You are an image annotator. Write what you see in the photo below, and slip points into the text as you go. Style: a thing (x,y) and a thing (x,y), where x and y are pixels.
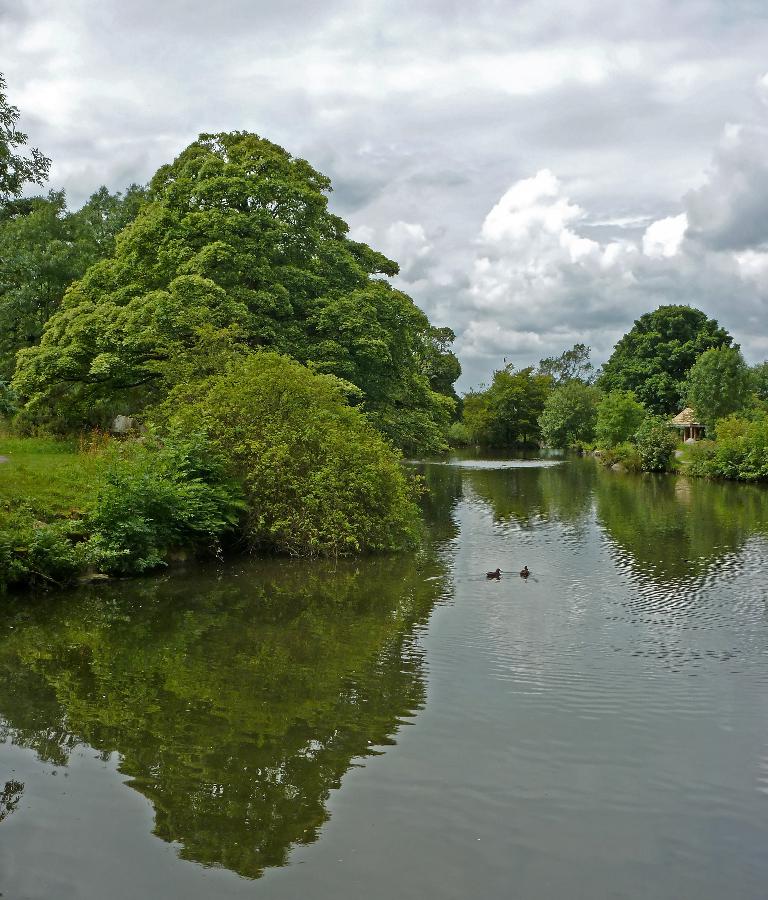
In this image we can see two birds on the water (506,669). Behind the water (297,609) we can see the grass (82,480), plants (252,386) and the trees (346,320). At the top (492,131) we can see the sky (499,172). On the water (292,680) we can see the reflection (323,724) of trees (356,320) and plants (219,719).
